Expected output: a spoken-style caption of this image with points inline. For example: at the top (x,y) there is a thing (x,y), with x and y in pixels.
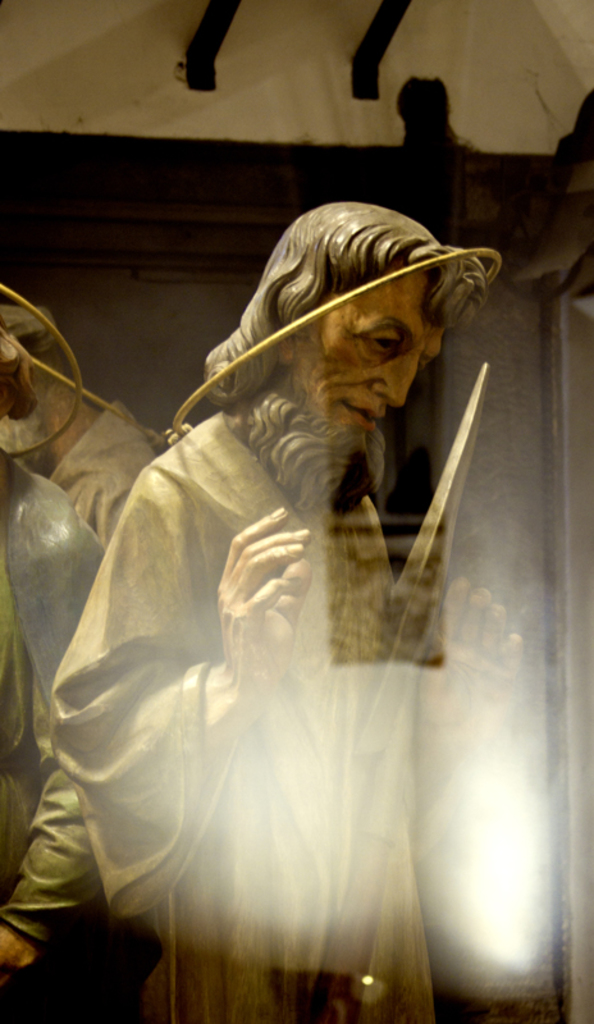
In the picture we can see a man sculpture (242,656) with a white dress (130,563) and long hair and behind the sculpture (122,563) we can see a wall (519,365) which is brown in color.
